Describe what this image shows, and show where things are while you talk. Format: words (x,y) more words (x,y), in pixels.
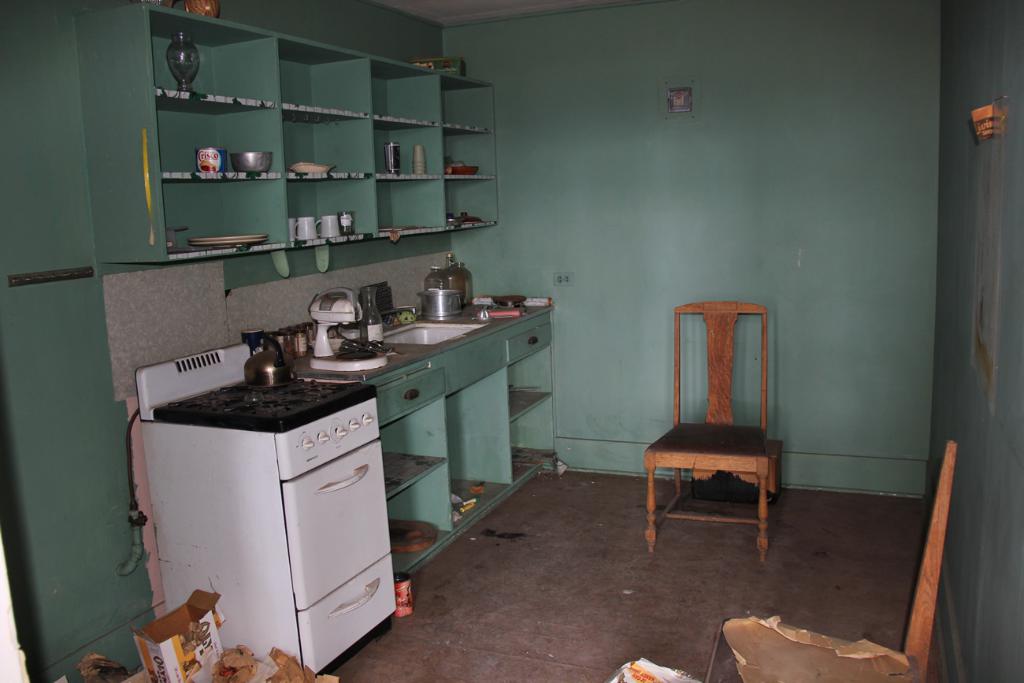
In this picture I can see a kettle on the stove (281,458), there is a cake mixer (370,350), wash basin (409,343) and some other objects (385,350) on the cabinet (419,351), there are plates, glasses (297,236) and some other items (307,166) in and on the shelves (232,55), there is a chair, cardboard box (206,601) and some other objects (646,668).
